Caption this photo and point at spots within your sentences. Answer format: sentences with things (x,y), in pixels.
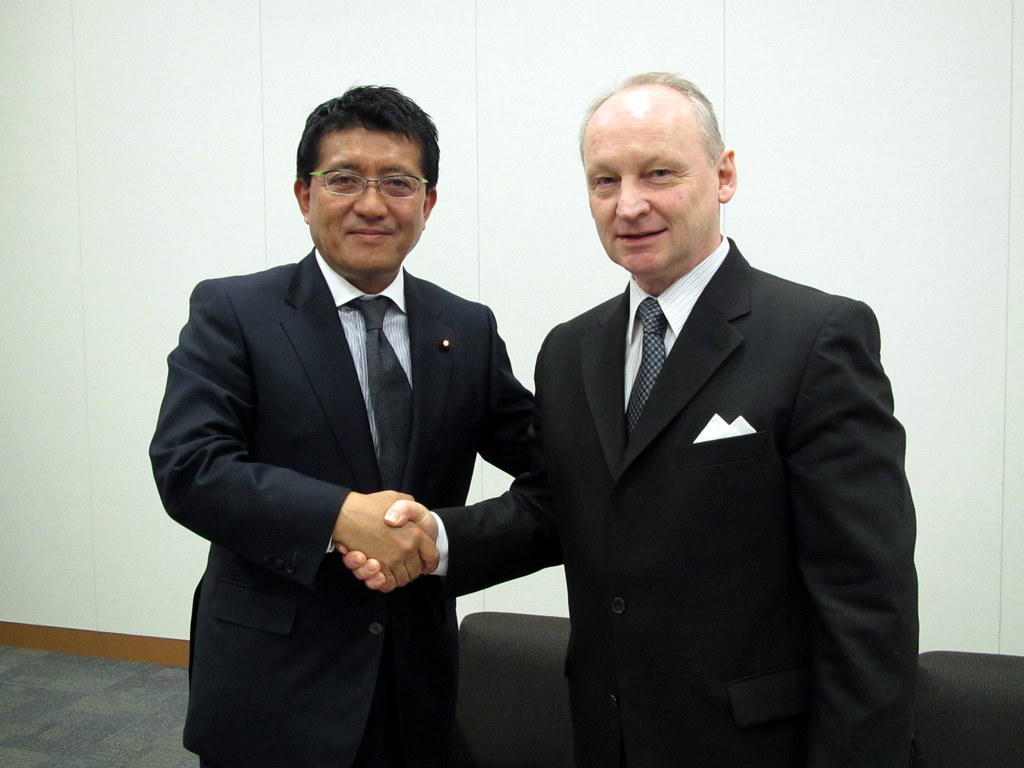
In the center of the image (657,504) we can see two mens (181,369) are standing and wearing suits (315,593), ties (395,484) and shake handing. In the background of the image (911,269) we can see the wall (901,284). At the bottom of the image (1015,750) we can see the floor (155,740) and couch (933,721).
